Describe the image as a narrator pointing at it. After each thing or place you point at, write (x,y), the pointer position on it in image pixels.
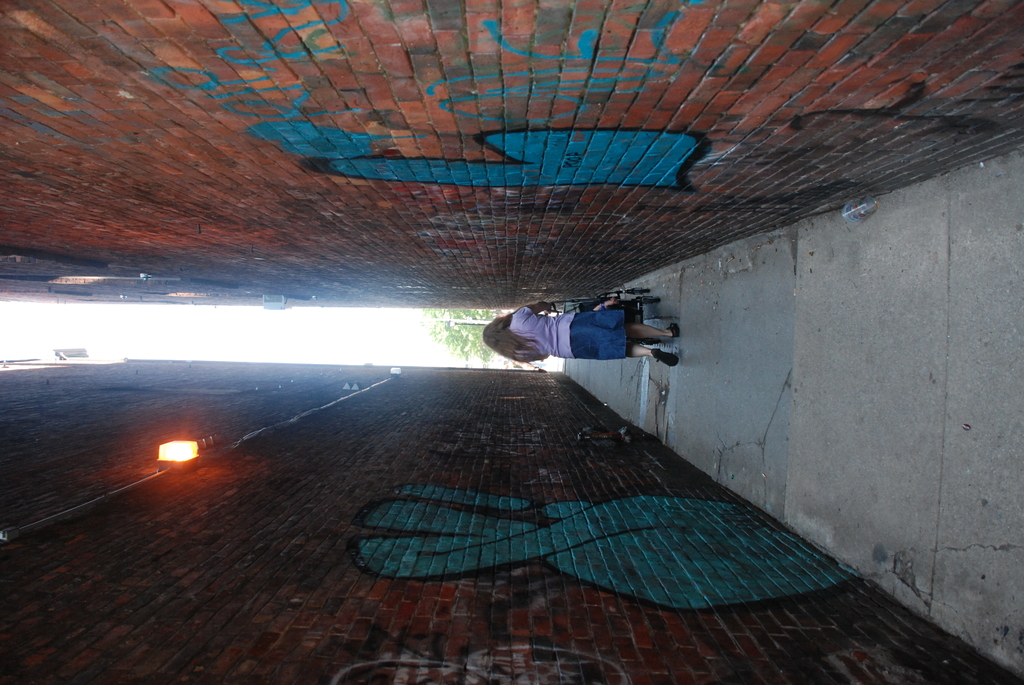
There is a woman (561,329) walking on the ground (658,371) and pushing a trolley (625,308) with her hands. To the either side of her there are big walls (229,412) and on the left side (196,456) there is a light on the wall (306,427). In the background (286,339) we can see trees (469,340), pole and sky (422,329).
